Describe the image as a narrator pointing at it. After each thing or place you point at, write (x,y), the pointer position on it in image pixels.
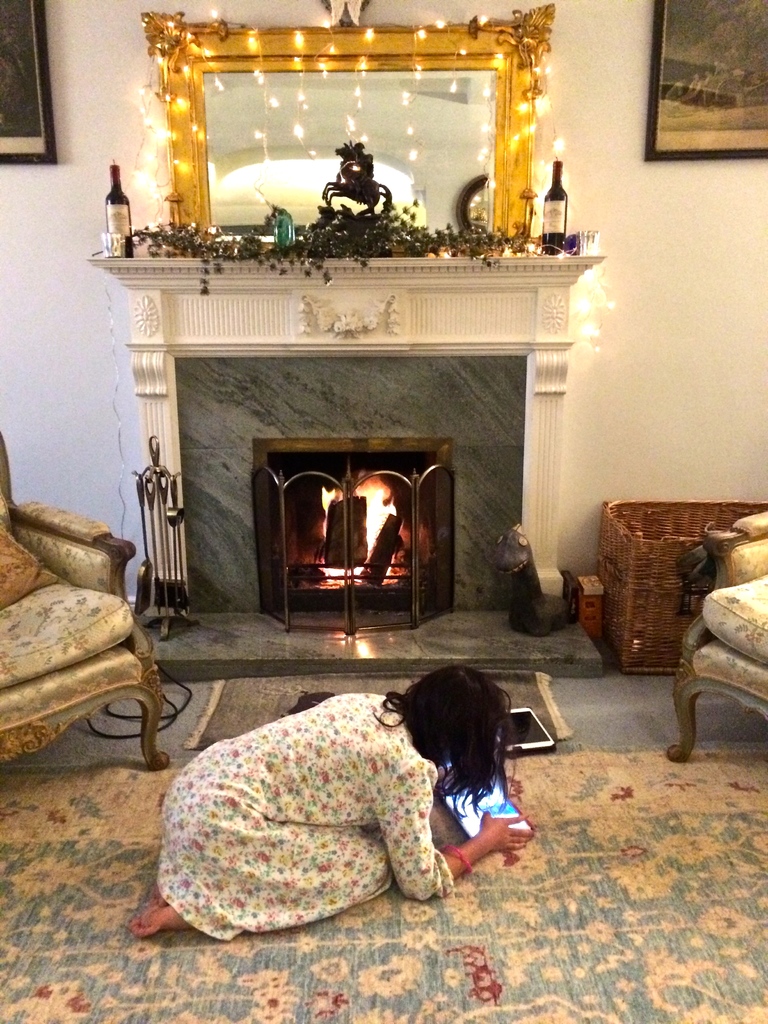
In this image I can see a person (220,879) sitting on the floor (524,853) and holding a mobile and the person (331,796) is wearing white color dress (363,802). Background (714,670) I can see few couches (15,610), a fireplace (319,632) and I can see few frames (439,70) attached to the wall (568,91) and the wall (631,173) is in white color. I can also see few lights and two bottles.
